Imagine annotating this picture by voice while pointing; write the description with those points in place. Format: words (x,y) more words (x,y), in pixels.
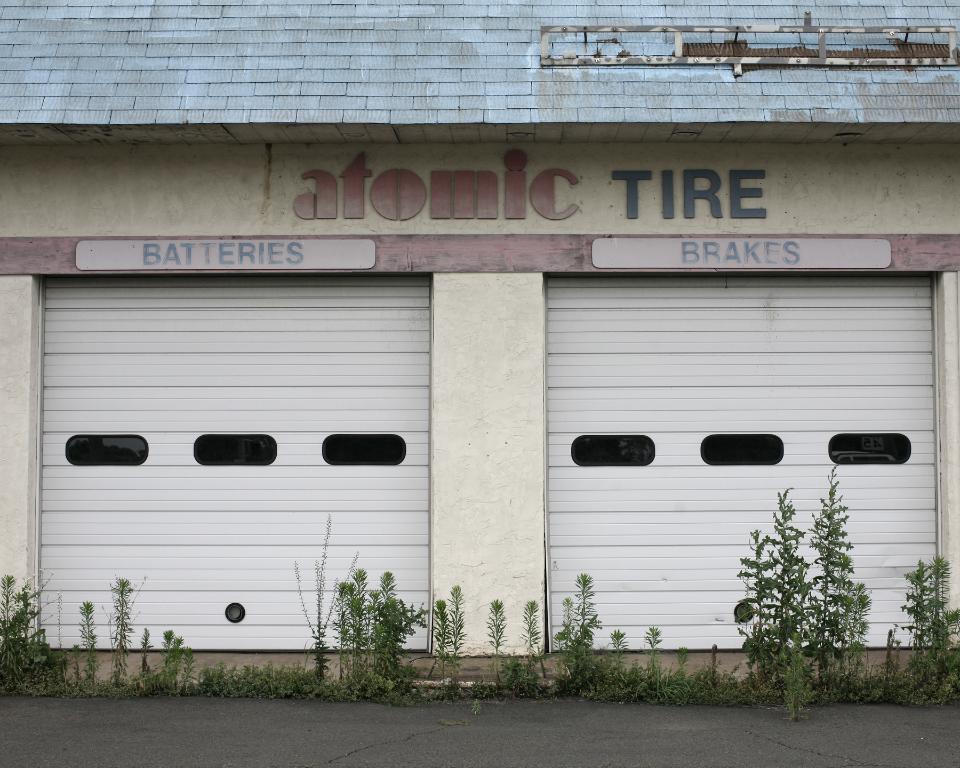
In this picture I can see the road (176,714) in front (125,725) and I see a building (712,125) and on top of the building (425,179) I see something is written and I see the plants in front of this building (330,353).
